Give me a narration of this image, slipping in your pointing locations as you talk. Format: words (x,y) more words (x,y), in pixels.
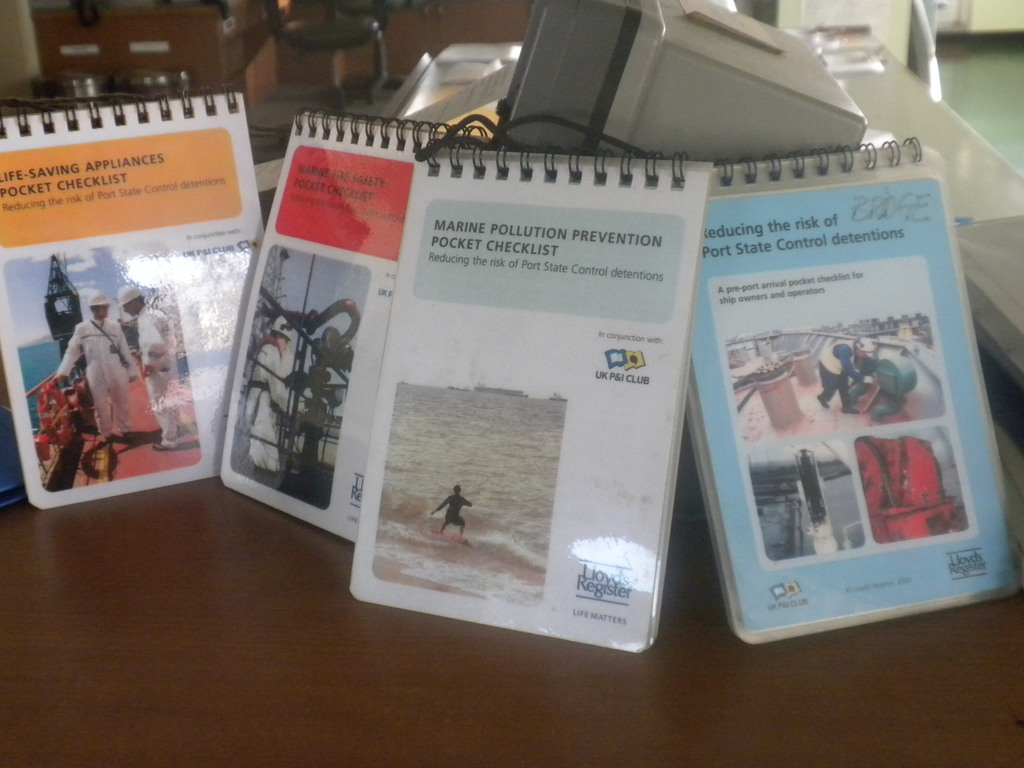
In this picture I can see notepads (441,218) on the table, there are some objects (622,80), and in the background (376,10) there is a chair (274,6).
